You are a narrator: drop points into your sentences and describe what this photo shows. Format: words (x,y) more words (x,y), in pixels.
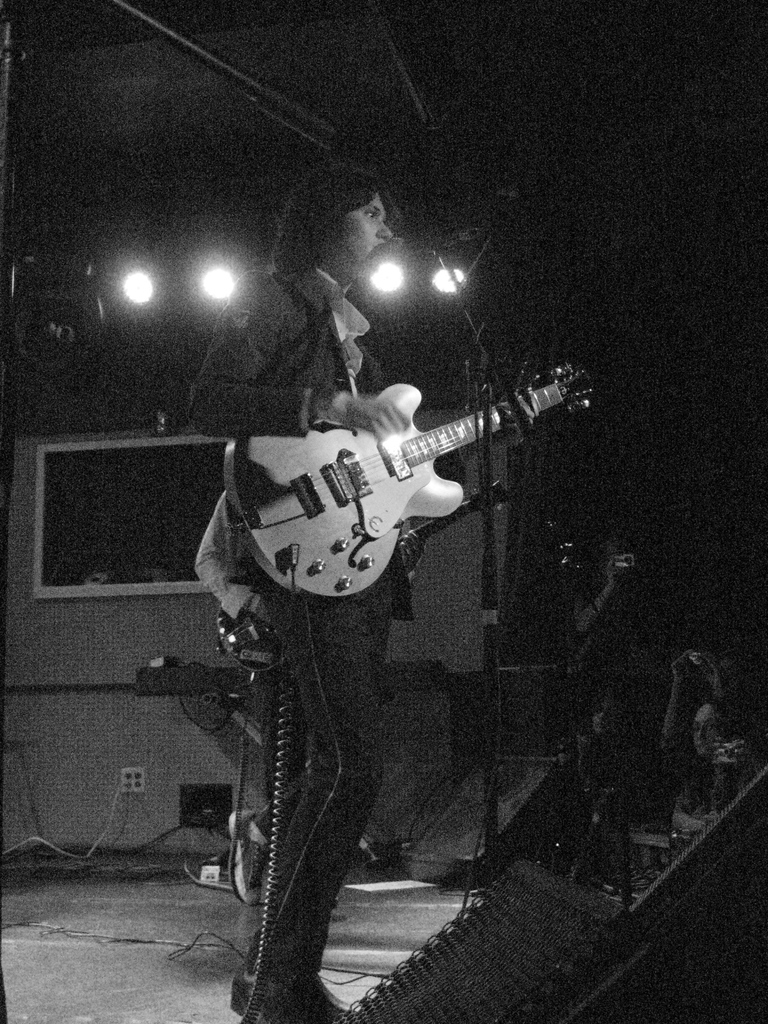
In this image i can see a person (308,329), holding a guitar (374,521) and standing in front of the mike (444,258) and there are some lights (390,284) visible back side of the person (304,621) and there are the person (600,622) sit on the floor (402,896) right side.
